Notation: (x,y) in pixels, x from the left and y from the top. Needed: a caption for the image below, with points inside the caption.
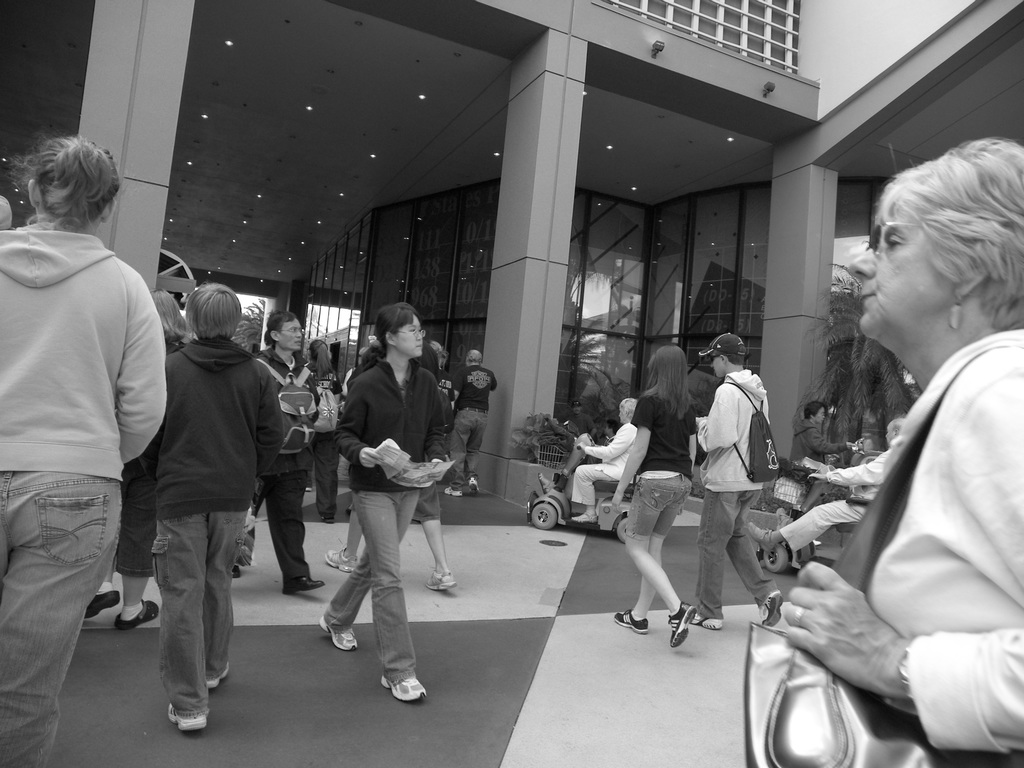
In this picture I can see few people (354,609) are walking, behind there is a building (451,276) with some glasses (483,272) and some trees (826,400).
